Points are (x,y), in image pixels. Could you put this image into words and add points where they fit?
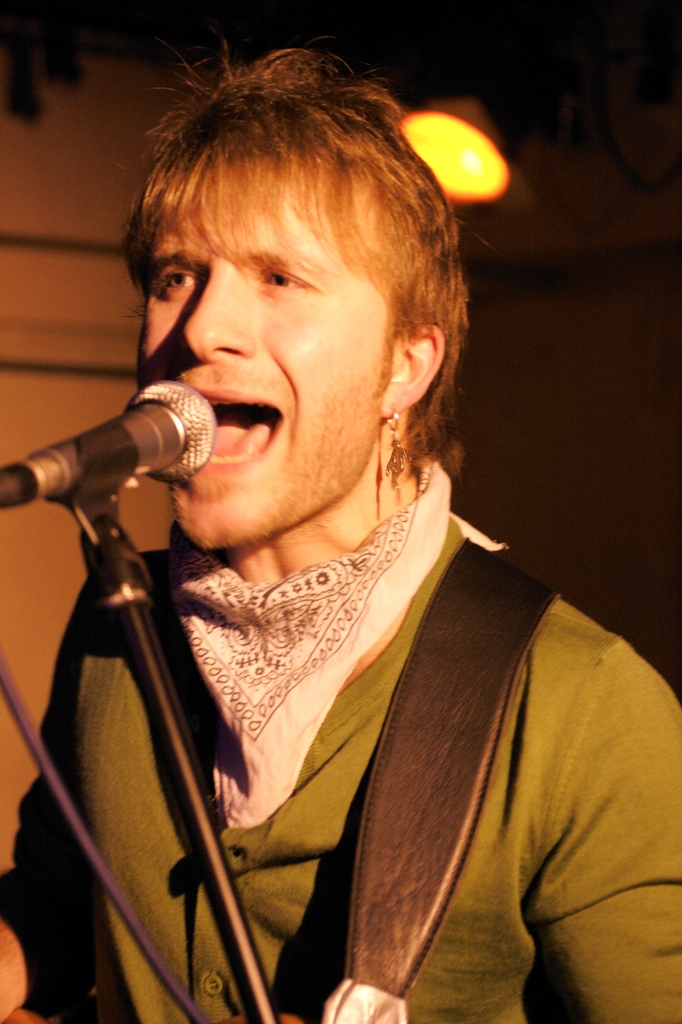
In this image, I can see a person (316,540) singing. In front of the person (235,497), I can see a mike (178,460) with a mike stand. In the background (75,270) there is a wall (80,264) and light (477,117).
